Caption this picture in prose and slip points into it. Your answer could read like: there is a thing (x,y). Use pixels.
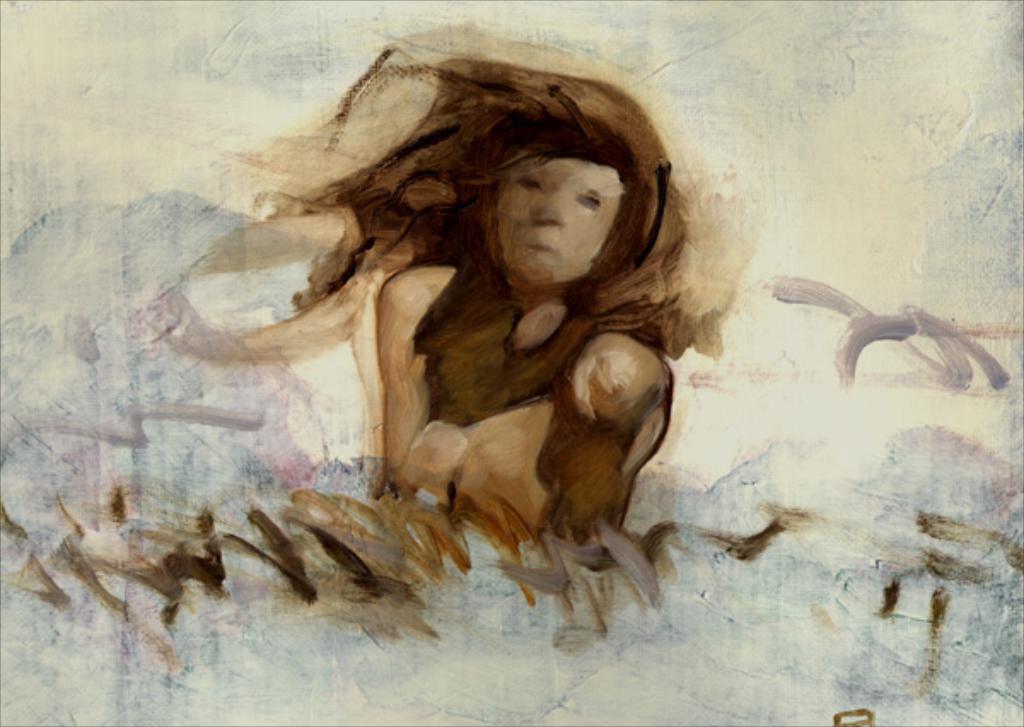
In this image there is a painting (535,351) of a person (458,347).
